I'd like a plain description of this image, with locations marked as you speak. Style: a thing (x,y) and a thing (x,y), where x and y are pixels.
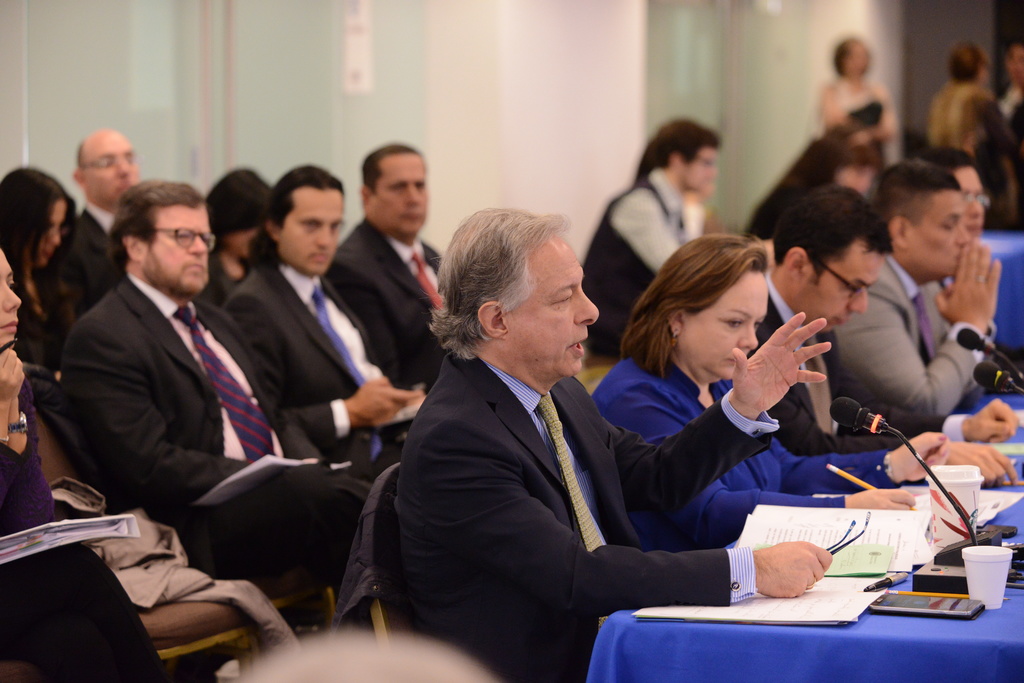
In this picture there are people (483,476), chairs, table (793,521), mics (947,551), cups (937,487), books (817,610) and other objects (758,515). The background (811,13) is blurred.
